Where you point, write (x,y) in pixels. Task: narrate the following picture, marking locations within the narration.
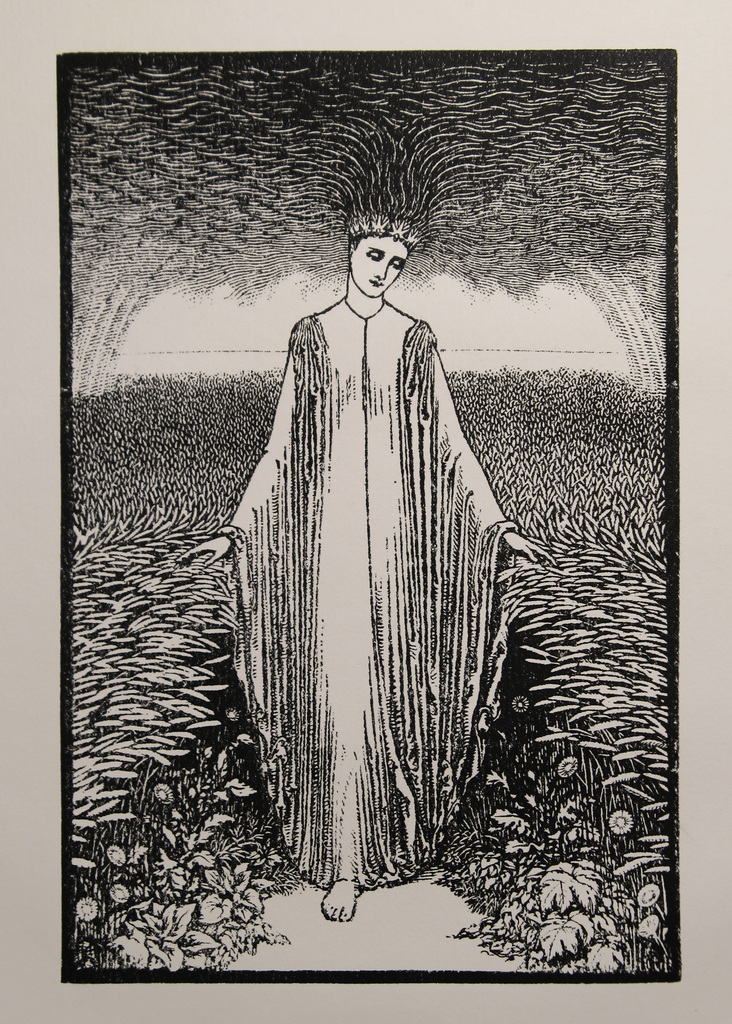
Here we can see a photo frame (318,242) on a platform (20,119) and in the photo frame (314,367) we can see the drawing of a woman (398,626) standing on the path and to either side of her there are plants (216,400).
